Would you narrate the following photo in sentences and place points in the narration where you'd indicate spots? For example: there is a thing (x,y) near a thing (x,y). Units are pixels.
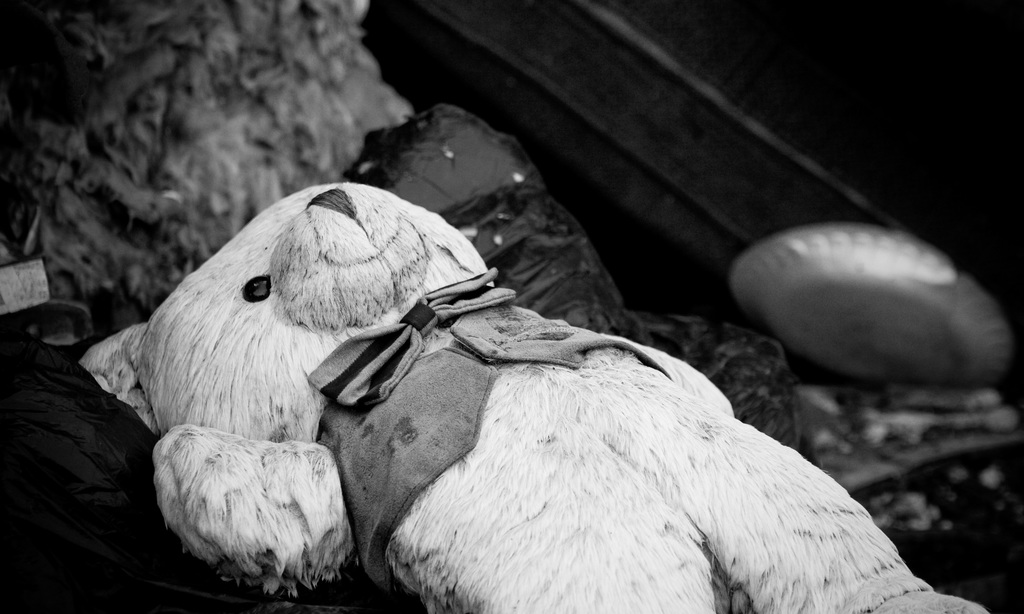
This is a black and white image. In the image there is a teddy bear (376,423) on the black color plastic bag (86,416) and also there are few items (864,307). And there is a black background (901,88).
